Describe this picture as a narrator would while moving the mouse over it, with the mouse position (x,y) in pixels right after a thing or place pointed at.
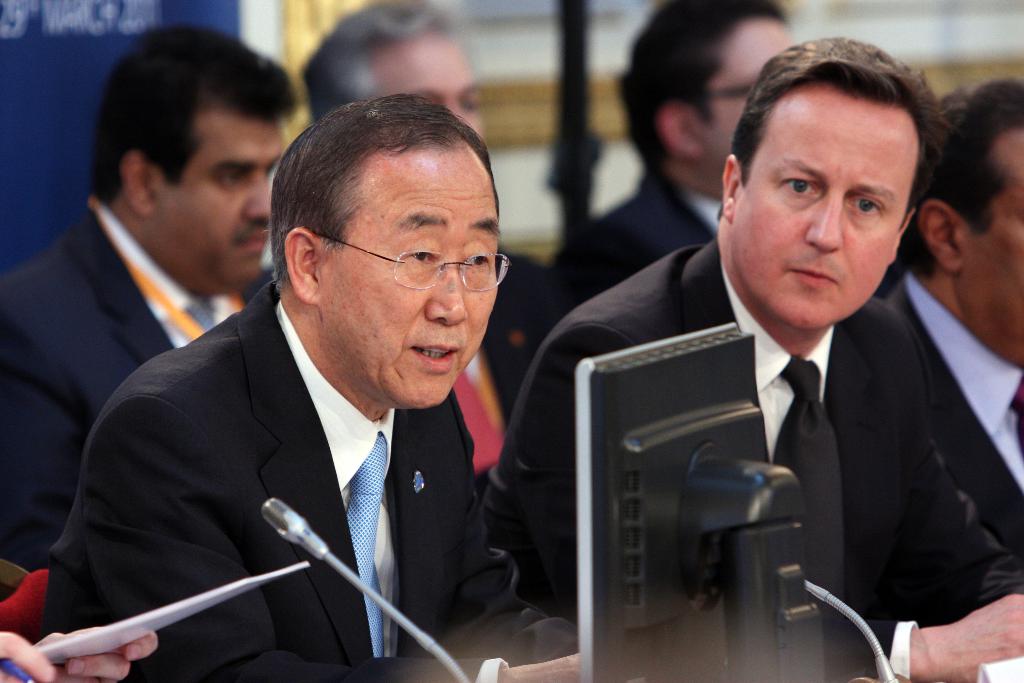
In this image we can see two people (177,429) sitting in front a system (592,644) and microphones (896,682), on the bottom left corner (119,673) a person (98,682) is holding a sheet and in the background (95,264) there is a group of people (115,285) sitting.
